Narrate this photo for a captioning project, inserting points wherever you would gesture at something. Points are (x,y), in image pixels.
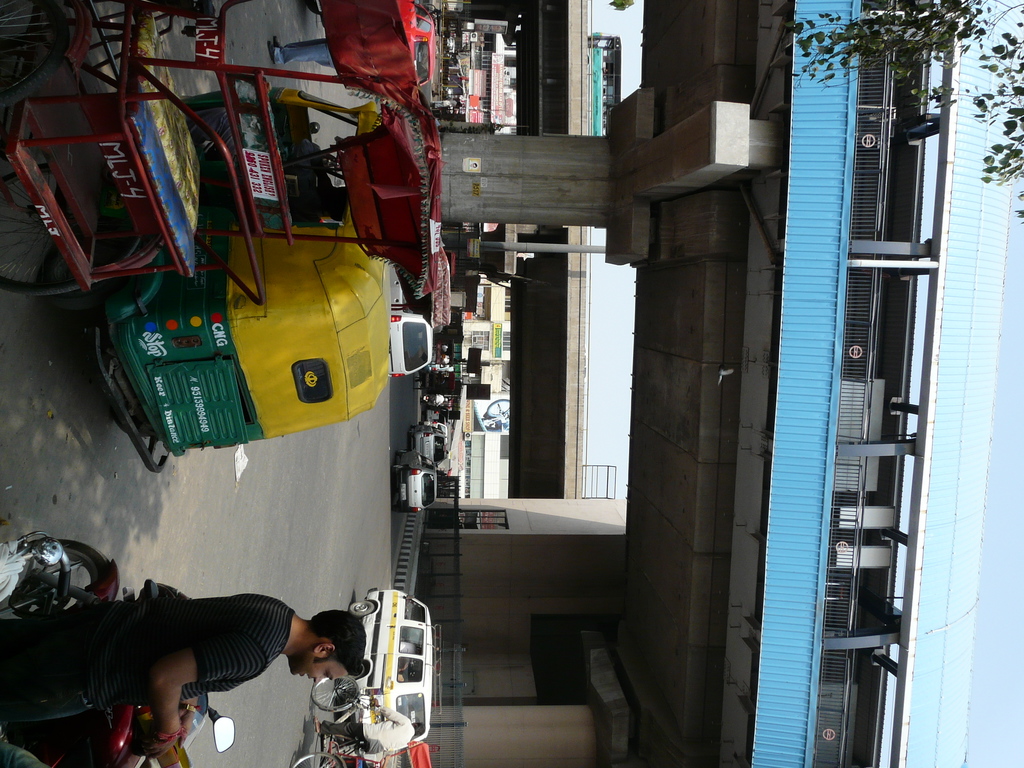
In this image there are vehicles (411,302) on the road (323,514) and there are persons (287,641) standing and riding vehicles (351,410) and there is a bridge (727,323) and on the bridge (650,102) there is a vehicle (611,90) which is visible.
